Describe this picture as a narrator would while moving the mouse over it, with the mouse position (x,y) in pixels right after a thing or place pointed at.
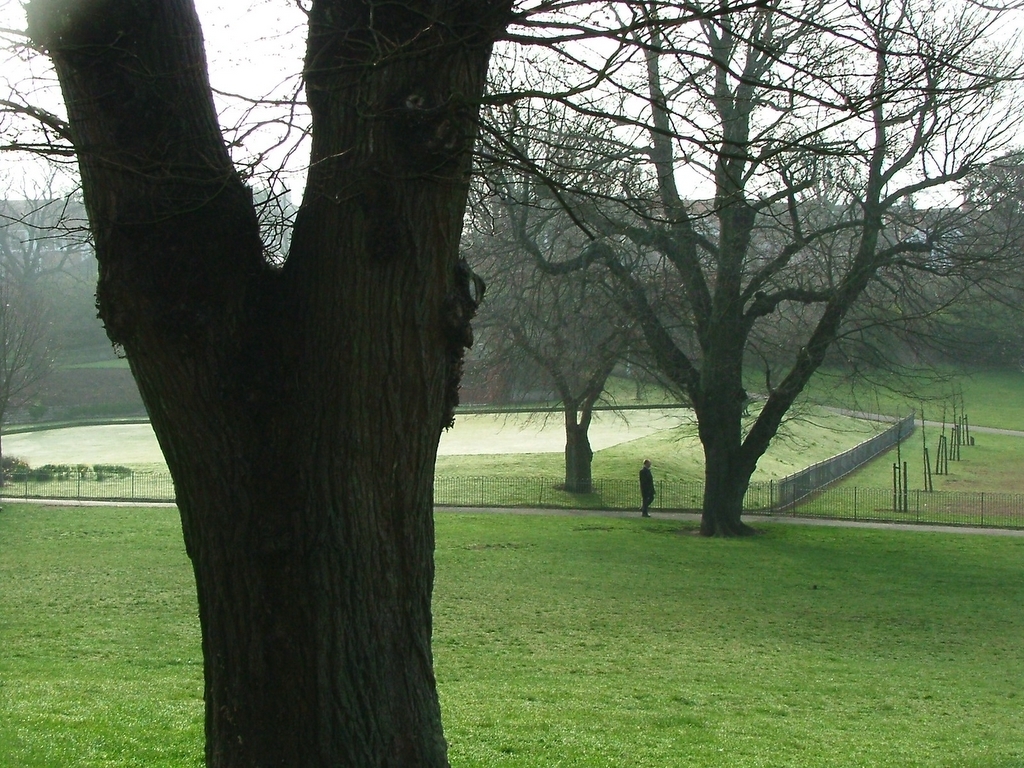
In this image we can see a person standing on the road (6,500), there are some trees (197,531), grass (156,592), poles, buildings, plants (32,480) and the fence (887,516), in the background (863,29) we can see the sky (509,91).
